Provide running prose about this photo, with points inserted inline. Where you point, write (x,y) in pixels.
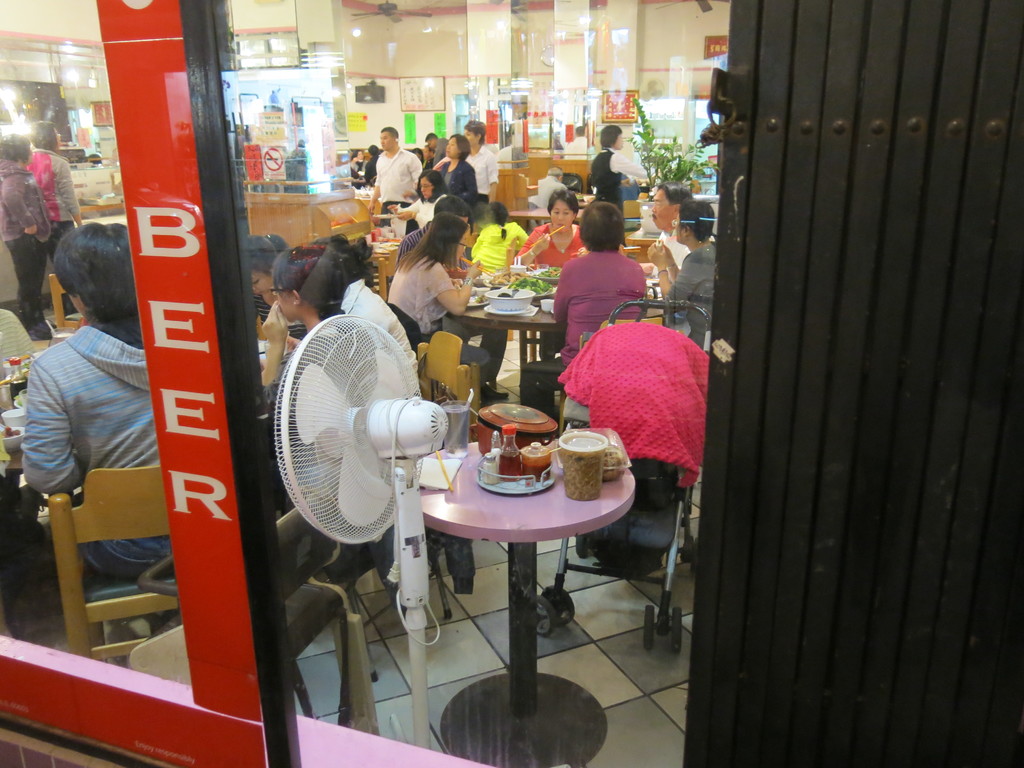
The picture is taken in a restaurant (596,528) where number of people (459,287) sitting on their chairs (458,372) in front of the tables (496,314) and having food (555,276) and at the right corner of the picture (689,442) there is one small stroller (652,554) and a pink colour towel (670,434) on it, in front of it there is a table (552,520) and food items (544,472) on it and there is a fan (392,443) placed towards the people (115,333) and in the left corner of the picture (2,207) there are two people (45,228) standing and there is a big glass window (267,664) present outside of the restaurant (739,685).
